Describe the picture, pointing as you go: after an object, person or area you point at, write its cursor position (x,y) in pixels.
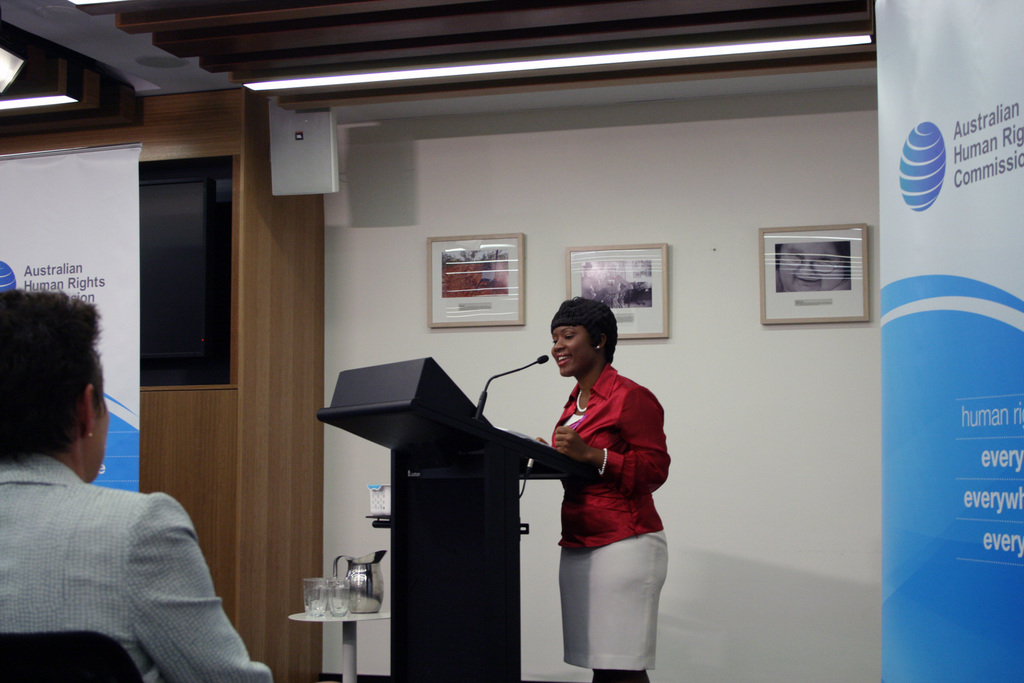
In this image we can see a woman (640,413) standing beside a speaker stand (500,477) containing a mic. We can also see a jar (373,603) and some glasses (348,602) on a table (363,614), a television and some photo frames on a wall (246,381), some banners (139,424) with text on them and a roof (557,85) with a device (274,113) and the ceiling lights (509,64). On the left side (30,299) we can see a person (203,616) sitting on a chair (98,672).
